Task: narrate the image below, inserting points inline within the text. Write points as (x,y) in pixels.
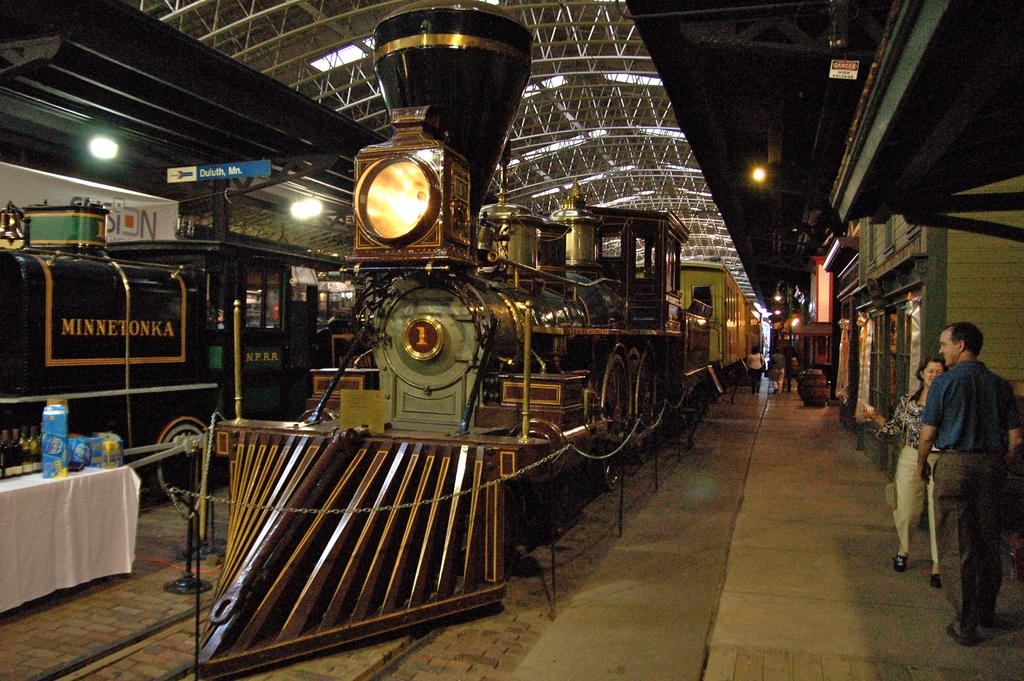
This is the picture of a place where we have a train (393,307) to which there is a light (378,218) and around there are some other things (61,208), people (939,397) and some lights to the roof (811,199).
